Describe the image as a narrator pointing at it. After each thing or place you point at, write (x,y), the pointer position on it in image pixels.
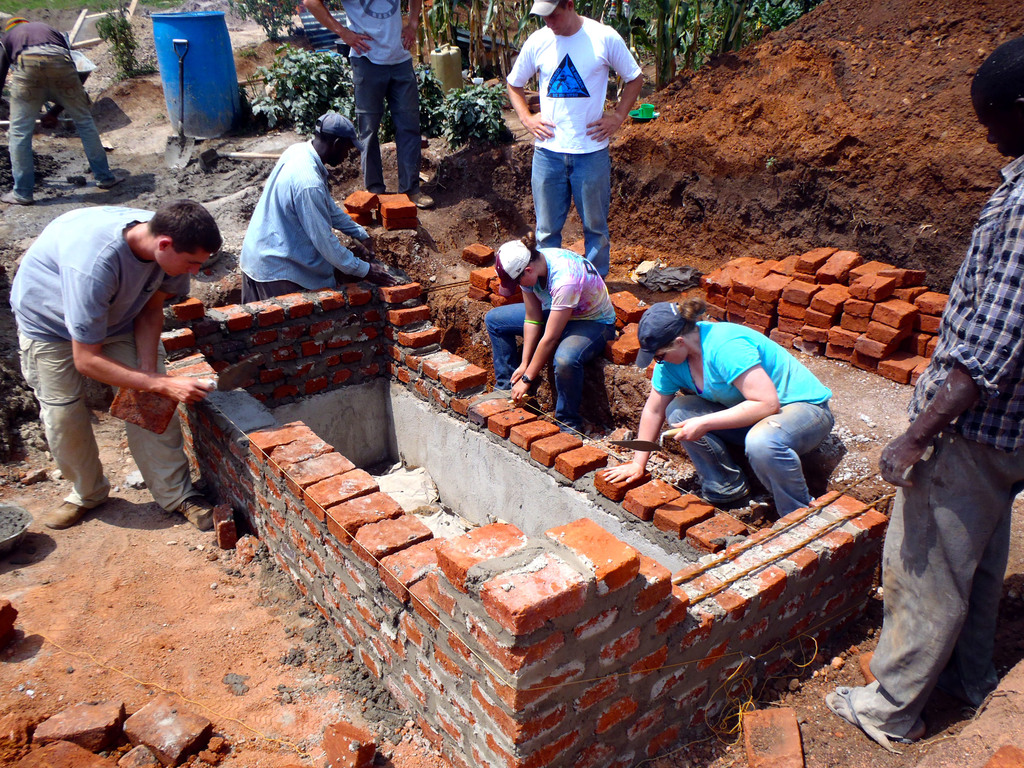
In the image I can see some people (566,372) who are constructing with the bricks (315,470) and also I can see some plants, people (945,375), bricks (633,306) and some sand (36,509).
